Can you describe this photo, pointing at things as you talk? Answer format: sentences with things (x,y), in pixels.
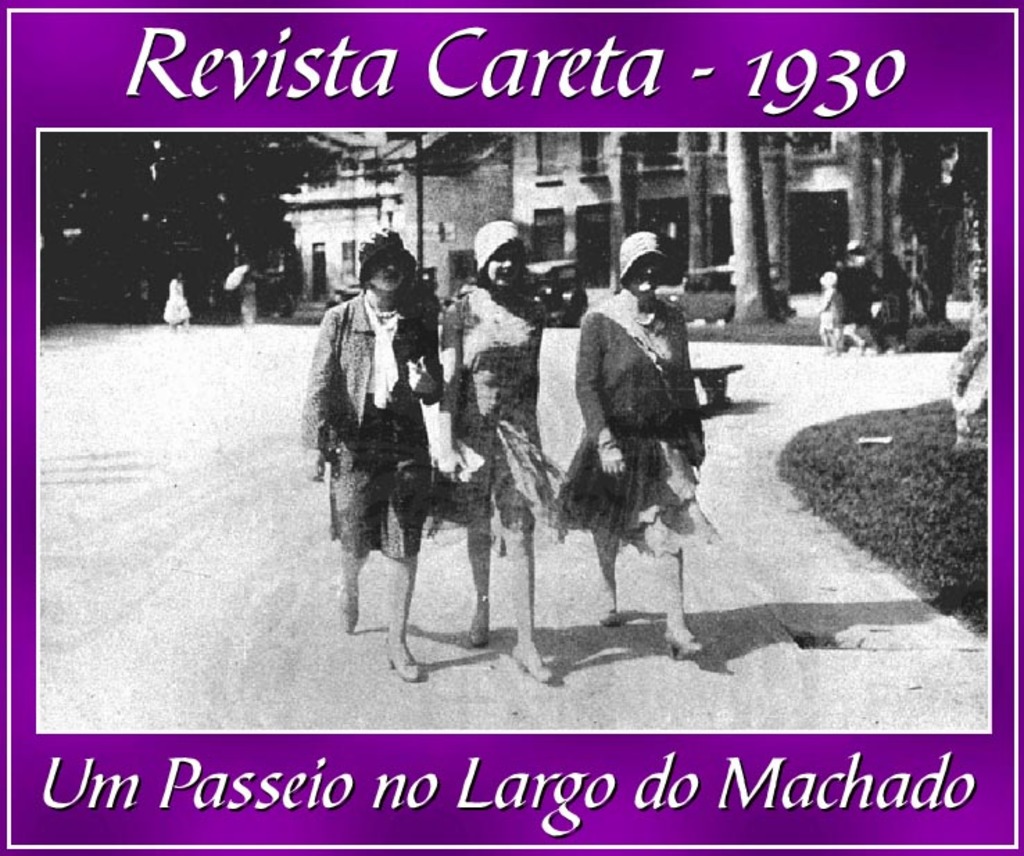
In this image in the center (510,385) there are persons (529,440) walking. In the background (474,201) there are buildings (411,218), there are trees (257,211) and there are persons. On the right side (907,494) there is grass (921,529) on the ground (924,518) and there is some text (274,75) written on this image.
